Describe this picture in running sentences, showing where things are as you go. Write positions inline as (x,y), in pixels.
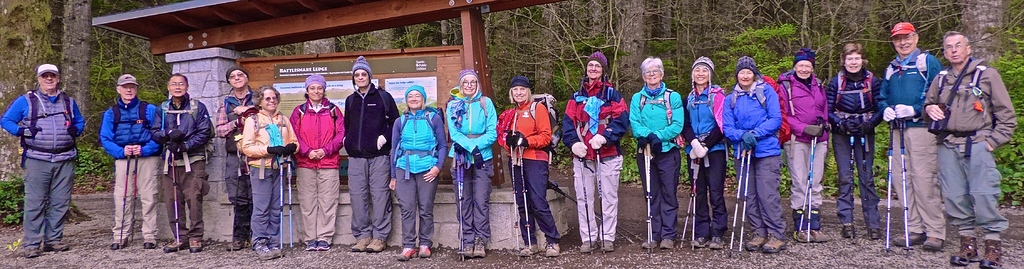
In this image we can see a group of people (660,103) standing on the ground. They are wearing the jackets (608,112) and here we can see the caps (366,64) on their heads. They are holding the ski poles (521,153) in their hands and here we can see the smile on their faces (53,84). Here we can see the wooden billboard (411,67). In the background (547,47), we can see the trees (756,37).
